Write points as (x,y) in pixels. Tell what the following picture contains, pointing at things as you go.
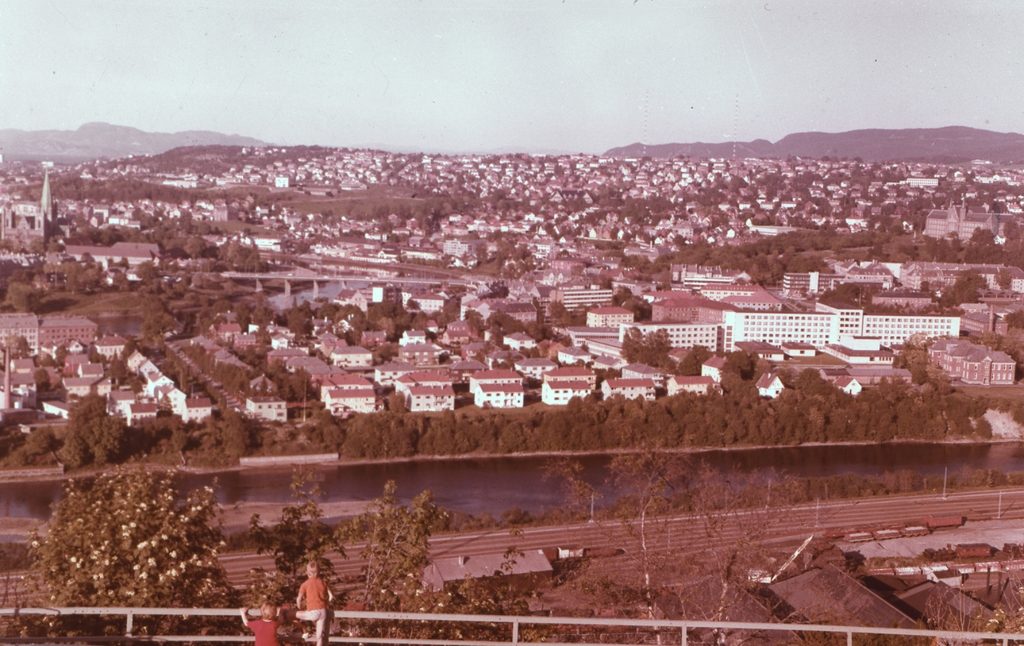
At the bottom of the image (308,607) there are two kids (313,609) standing on the railing (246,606). In the image there are many buildings (410,254) with walls (905,336), windows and roofs (103,342). And also there are many trees (191,450) and a road (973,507). In the background (50,137) there are hills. At the top of the image (5,43) there is sky (11,2).
